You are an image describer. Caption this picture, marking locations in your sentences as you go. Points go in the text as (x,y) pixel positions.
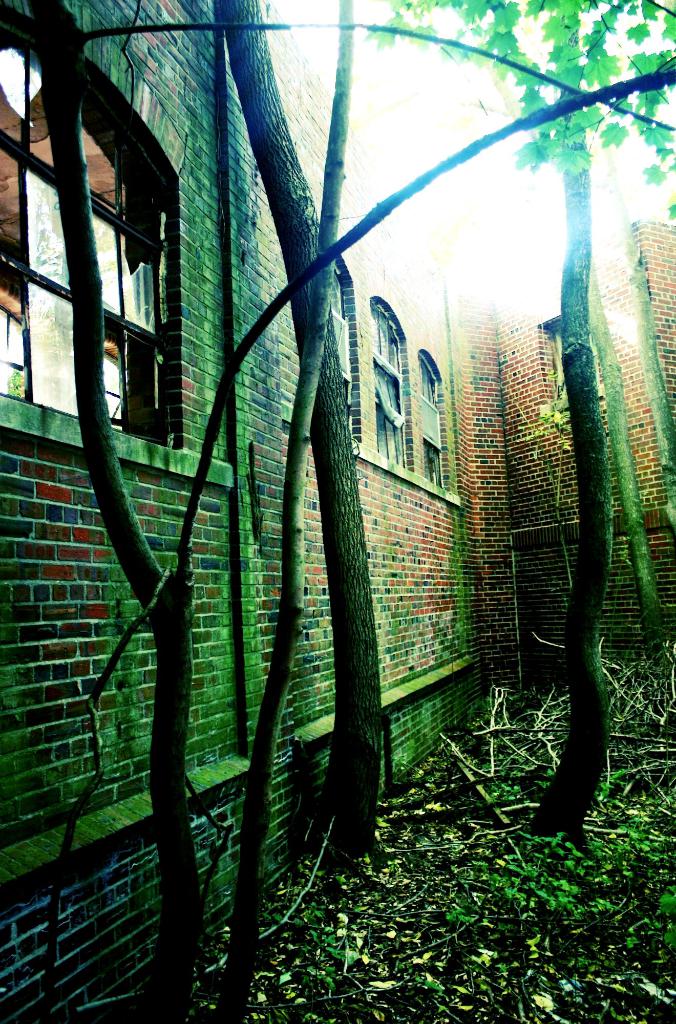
In this picture we can see few trees (306,504), metal rods (21,226), windows (113,335) and walls (429,502).
